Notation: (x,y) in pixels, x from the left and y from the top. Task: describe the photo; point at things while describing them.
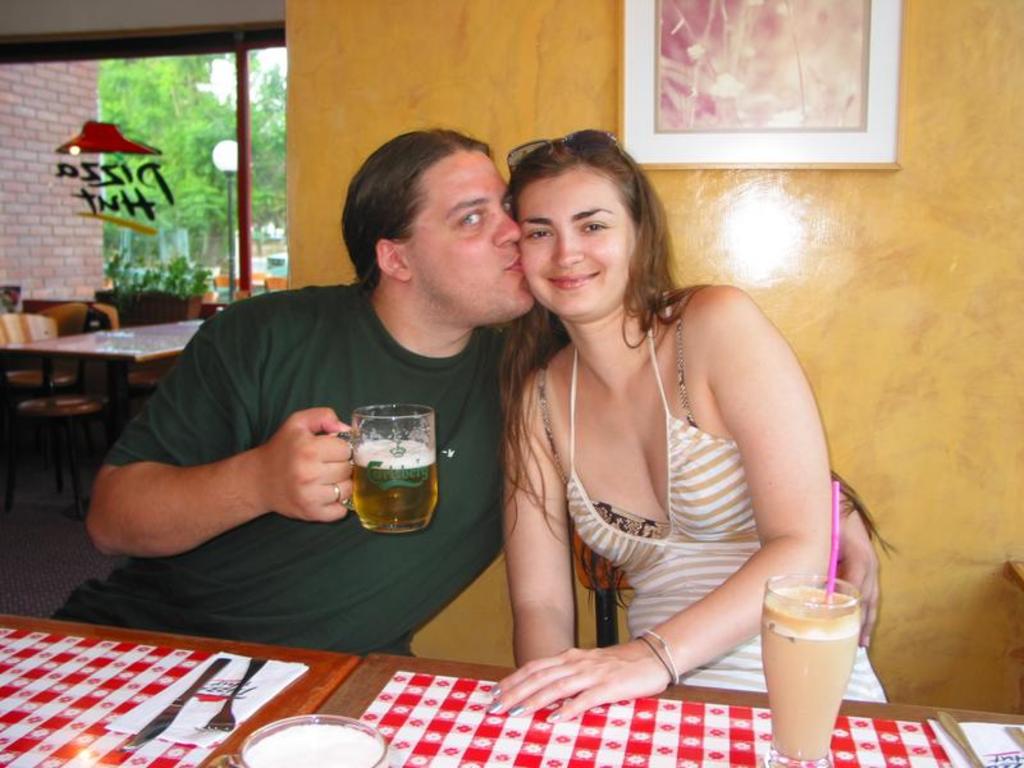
In this image there are two persons (532,375), one person (633,368) sitting and smiling and other person (336,397) is sitting and holding the glass (415,490). There is a glass (827,624), spoon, fork (231,711), knife (202,682), tissues (273,686) on the table (318,686) and at the back (818,85) there is a painting (833,96) on the wall (877,333) and at the back (124,350) there are table (107,349), chairs (76,329) and there is a tree (182,182).
